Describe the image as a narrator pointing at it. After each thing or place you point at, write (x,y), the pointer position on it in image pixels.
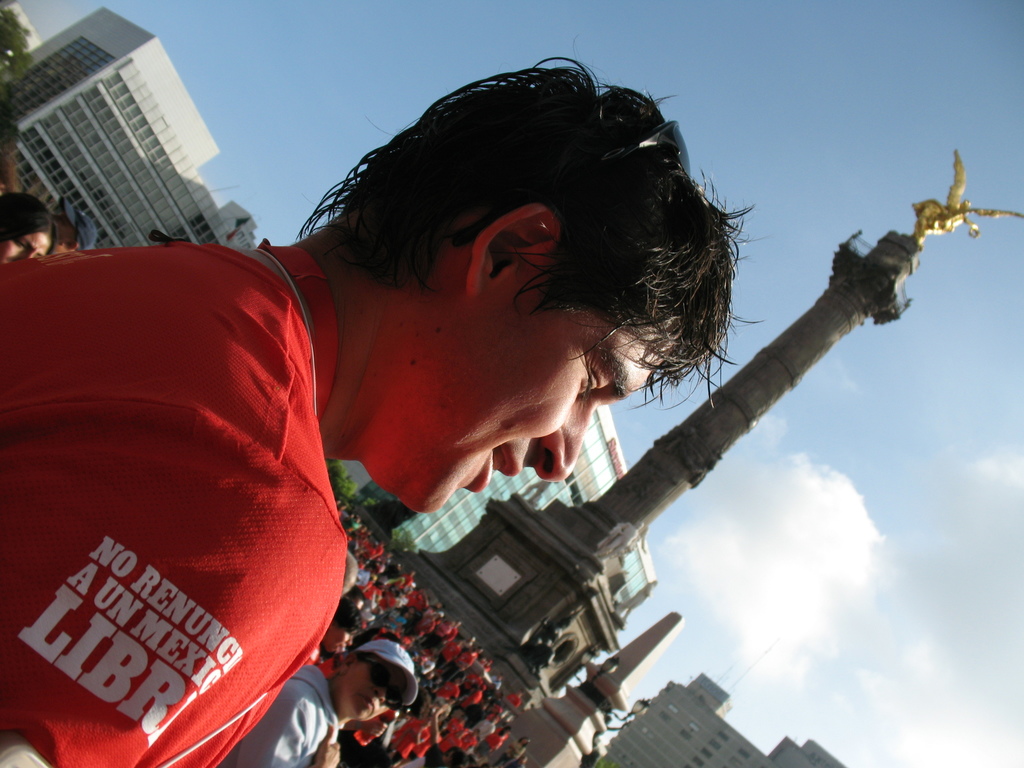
In this image we can see a man (199,498) wearing a red shirt (199,498). In the background (441,680) there are people (447,666) and we can see buildings (714,740). In the center (647,491) there is a tower (605,571). At the top (436,60) there is sky (436,60).
